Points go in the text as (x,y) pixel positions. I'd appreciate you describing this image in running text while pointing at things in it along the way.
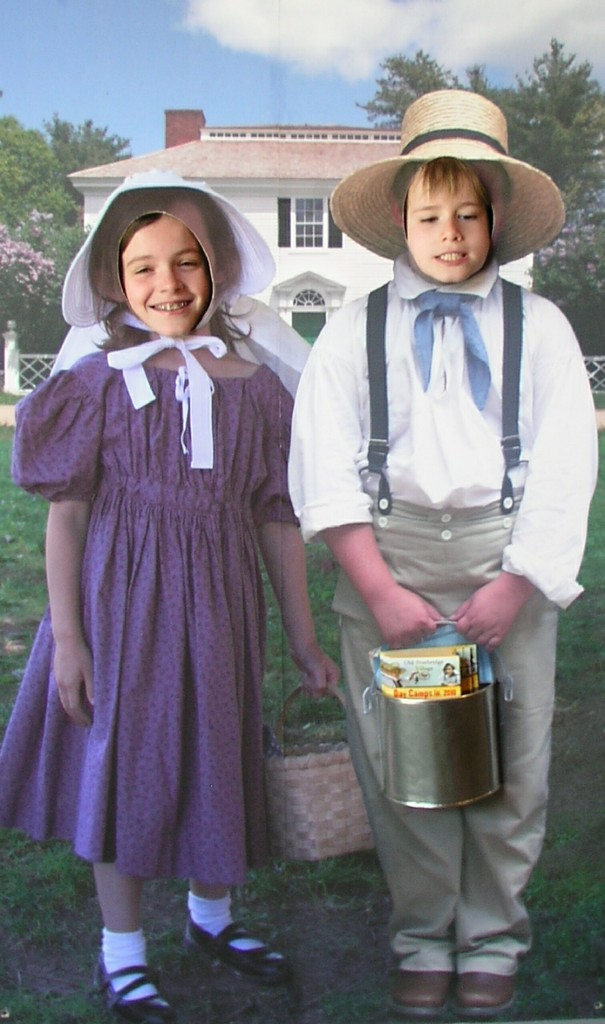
In this image I can see two people (342,622) with different color dresses (228,569) and one person (452,476) with the hat (405,146). I can see these people (362,774) are holding the baskets (391,794). In the background (262,152) I can see the house (272,190), trees (69,170), clouds (395,6) and the sky (183,58).
